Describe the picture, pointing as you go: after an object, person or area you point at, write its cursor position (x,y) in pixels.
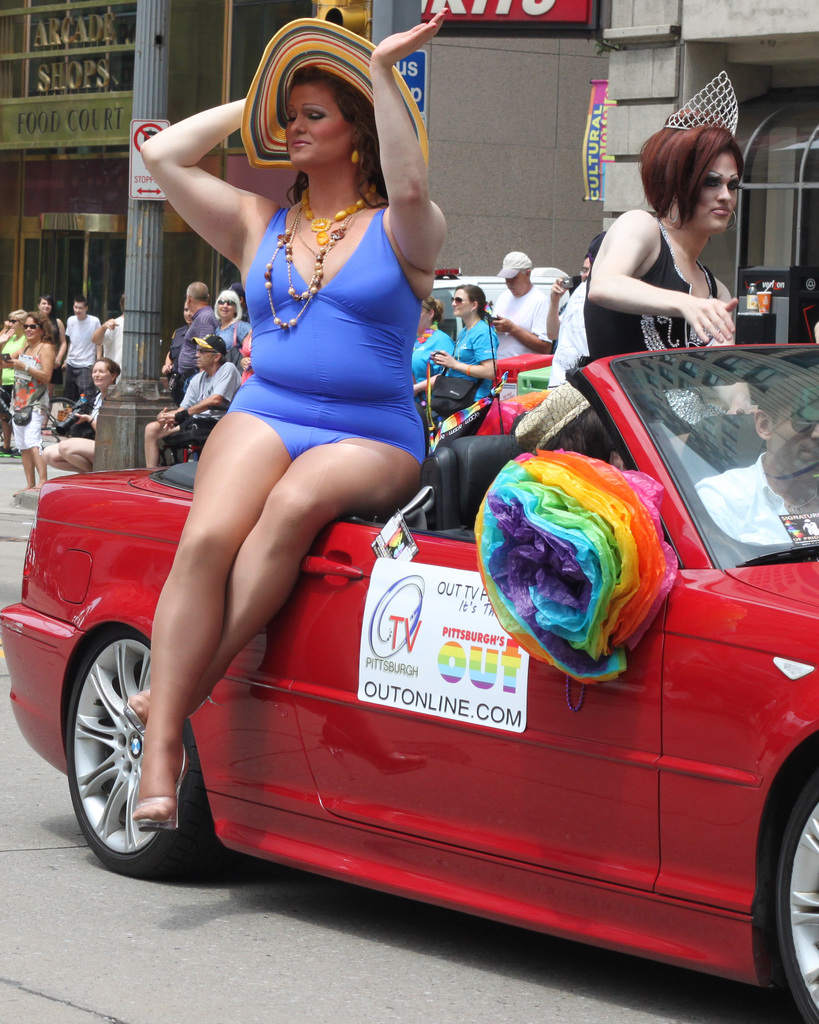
Here in the front (402,218) we can see a woman (195,486) sitting on a car (428,462) and there are two other people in the car (601,419) and behind them we can see a group of people (50,310) standing and there are buildings (225,39) present.
